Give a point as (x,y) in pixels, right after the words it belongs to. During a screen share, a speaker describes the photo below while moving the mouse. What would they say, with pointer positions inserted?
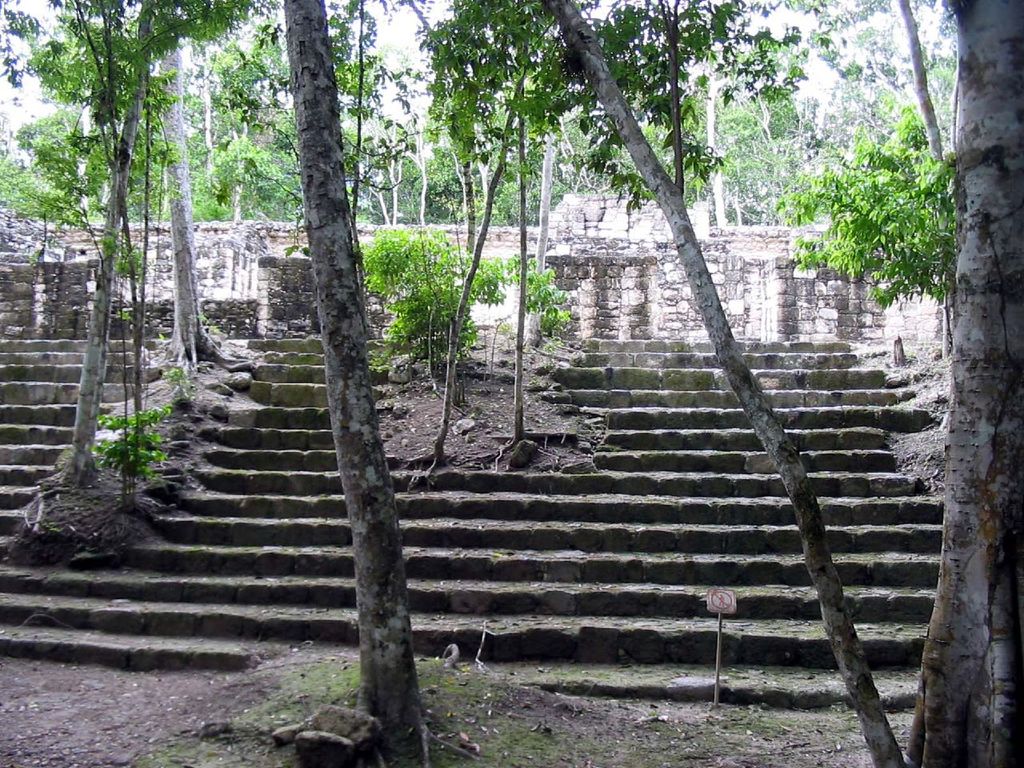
In this image there are trees (646,160) towards the top of the image (623,110), there are plants (474,279), there is a wall (762,323), there is a staircase (293,358), there is a tree trunk (974,139) towards the right of the image (980,285), there is a tree trunk (340,177) towards the top of the image (315,93), there is ground (447,726) towards the bottom of the image (722,726), there is a board (731,609), at the background of the image (409,61) there is the sky (759,85).
